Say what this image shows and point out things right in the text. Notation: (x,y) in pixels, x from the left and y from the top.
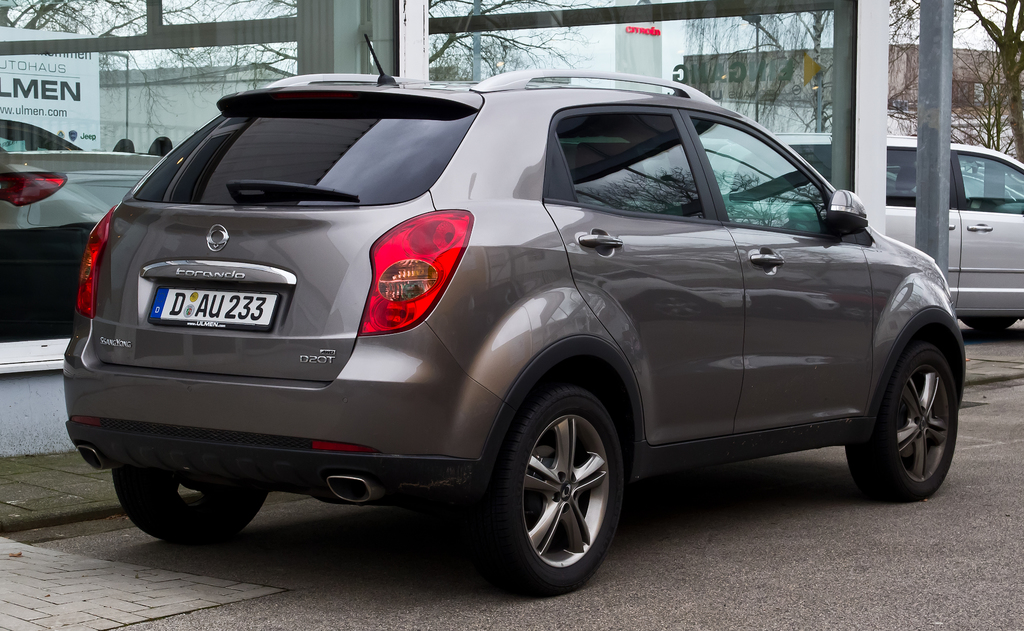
In this image, we can see vehicles (600,259) on the road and in the background (317,49), there are glass doors (746,27) and we can see buildings (966,49) and trees (998,43) and there are poles (930,58).
